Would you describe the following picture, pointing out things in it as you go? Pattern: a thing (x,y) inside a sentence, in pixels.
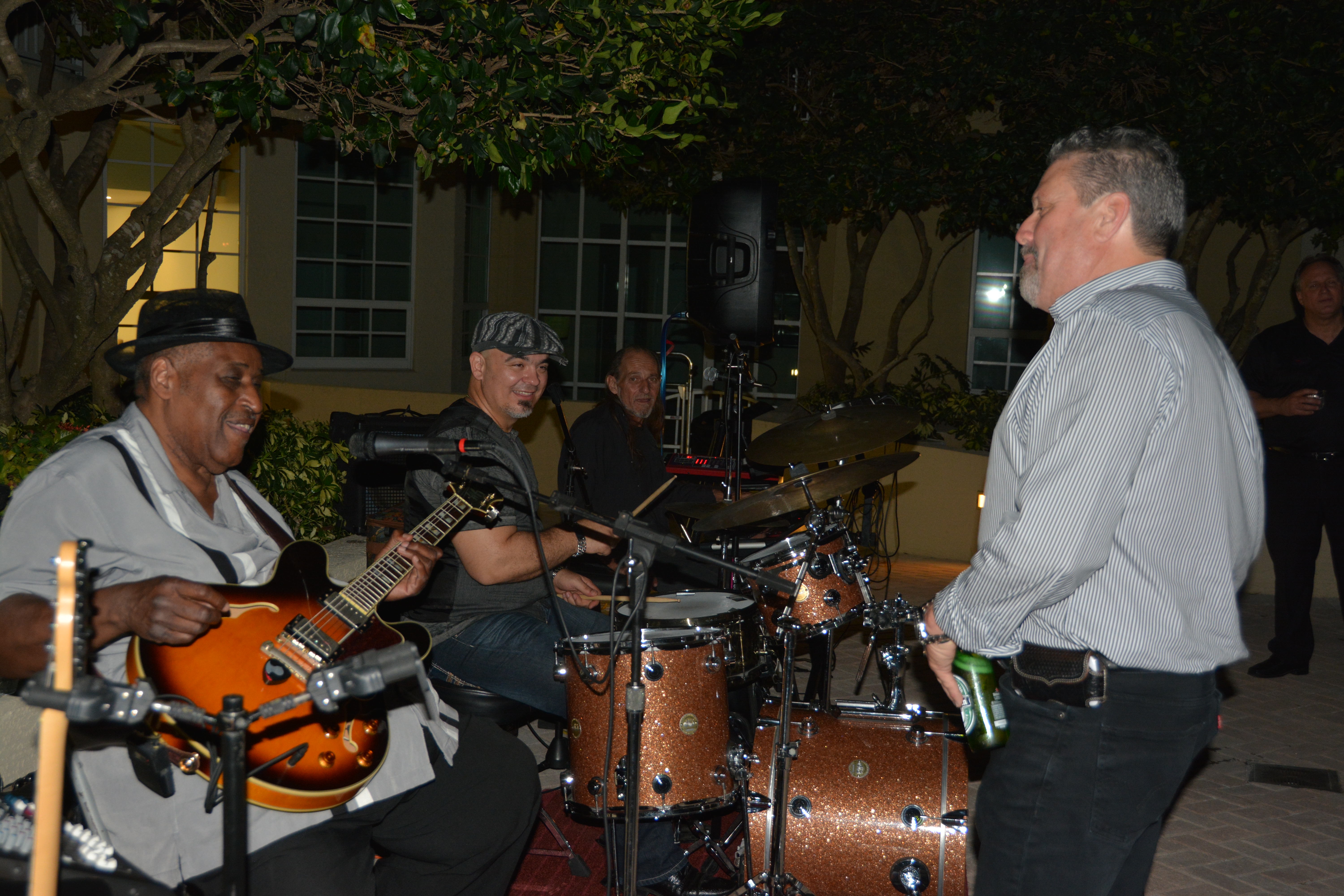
In this image I see 4 men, in which 3 of them are near the musical instruments (955,878) and this man (988,852) is holding the bottle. In the background (1332,328) I see building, a person (1276,463) over here and the trees (62,370).
